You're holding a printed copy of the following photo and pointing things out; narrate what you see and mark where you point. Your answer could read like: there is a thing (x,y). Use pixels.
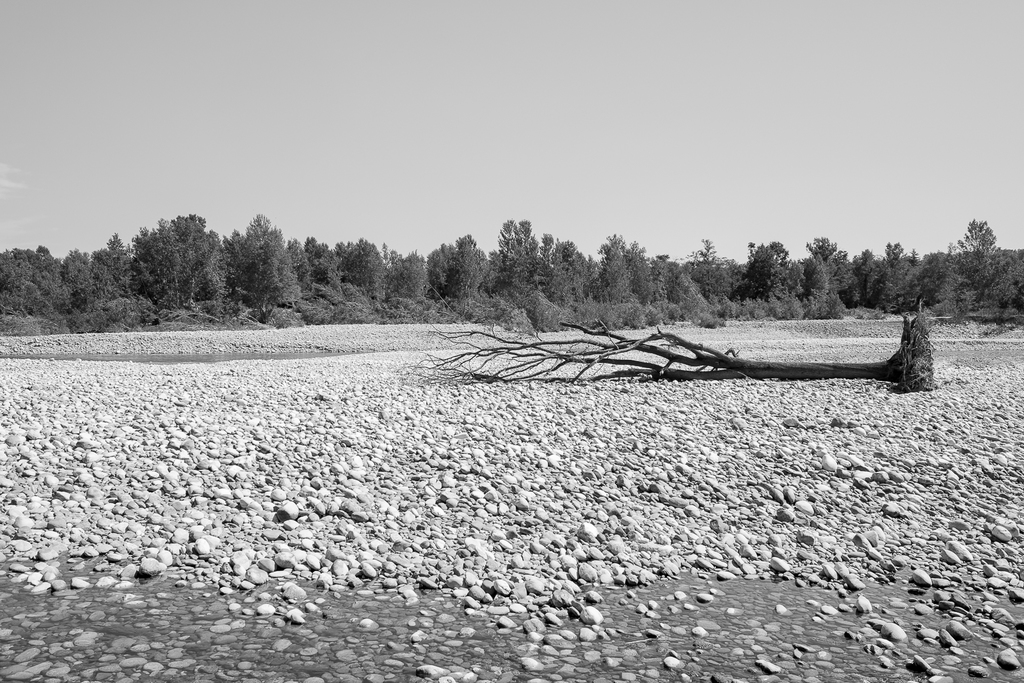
There are many rocks (558,462) and there are trees (533,275) in the background (517,275).
